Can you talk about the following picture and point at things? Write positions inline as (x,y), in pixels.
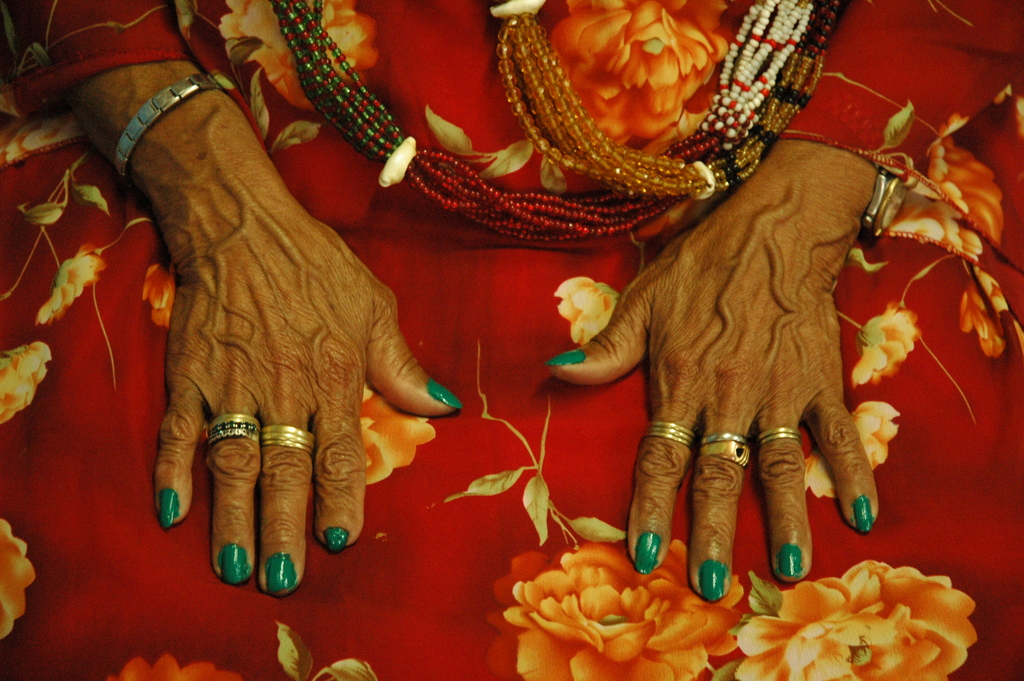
In this picture we can see hands (801,406) and dress (960,526) of a person (823,415), we can also see necklaces (357,137).
